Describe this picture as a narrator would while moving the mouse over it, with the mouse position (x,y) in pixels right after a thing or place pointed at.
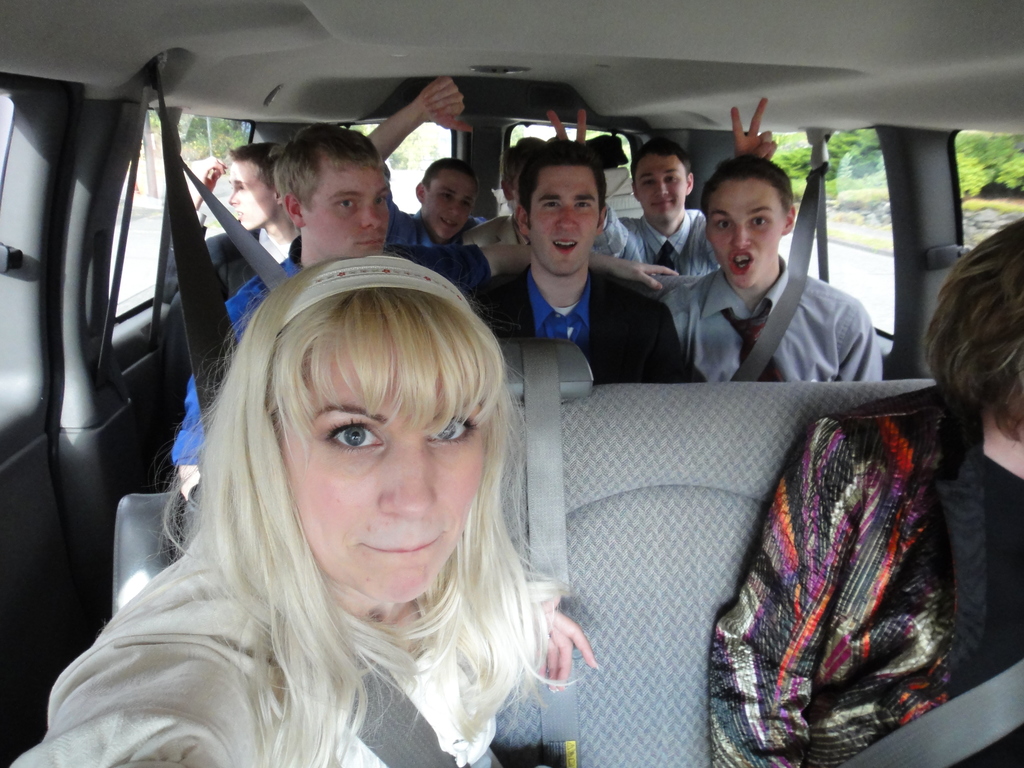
In the image we can see there are people (386,236) who are sitting in a car (514,18).
